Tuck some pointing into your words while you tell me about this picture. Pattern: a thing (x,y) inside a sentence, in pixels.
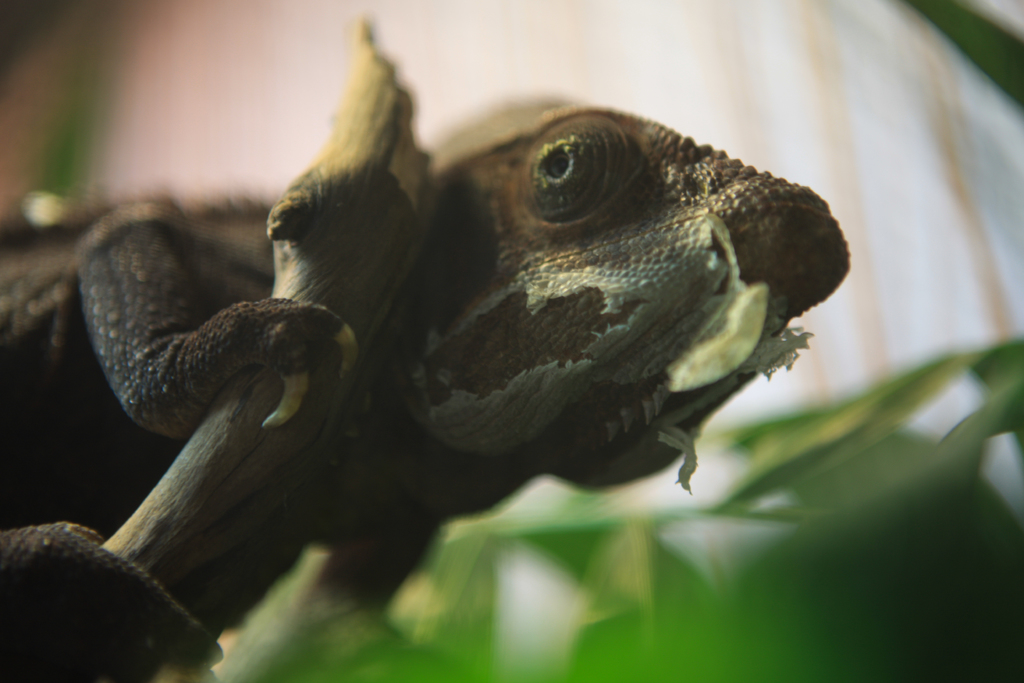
In this image, this looks like a chameleon (153,287). This is the branch (396,217). The background (505,49) looks blurry.
